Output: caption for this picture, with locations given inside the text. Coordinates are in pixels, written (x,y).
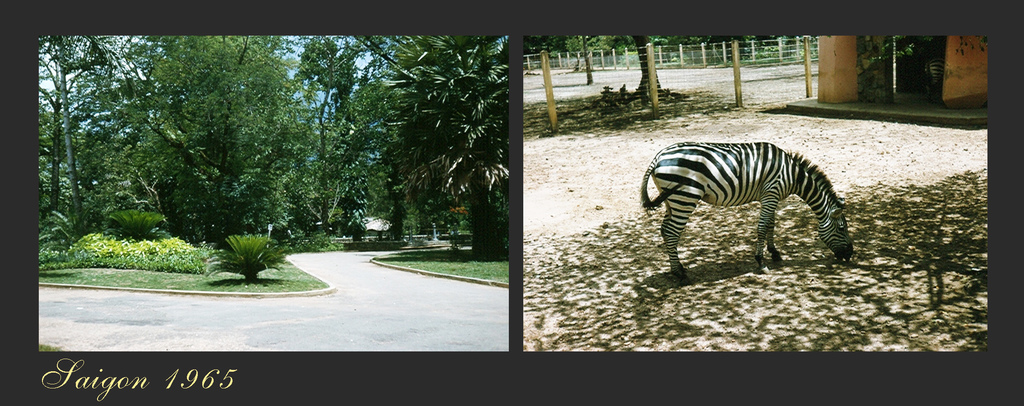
This is collage picture, left side of the image (166,117) we can see trees (79,139), grass (461,255) and plants (249,235) and right side of the image (732,112) we can see zebra (790,174) on the surface (633,254), background (619,57) we can see fence (651,72). Bottom left of the image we can see text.
